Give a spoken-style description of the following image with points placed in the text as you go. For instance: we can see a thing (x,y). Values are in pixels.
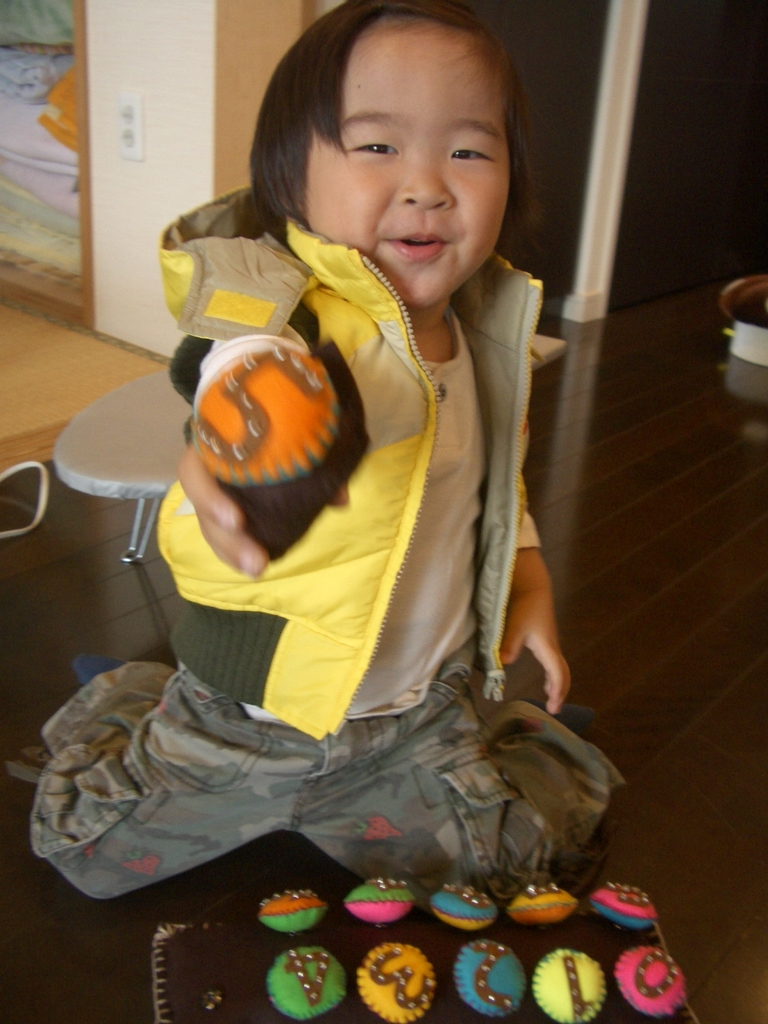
In this picture we can see a kid (378,376), and the kid (291,320) is holding a toy (297,425), in front of the kid (362,854) we can find few more toys (578,971), in the background (145,442) we can see an ironing board (115,445).
